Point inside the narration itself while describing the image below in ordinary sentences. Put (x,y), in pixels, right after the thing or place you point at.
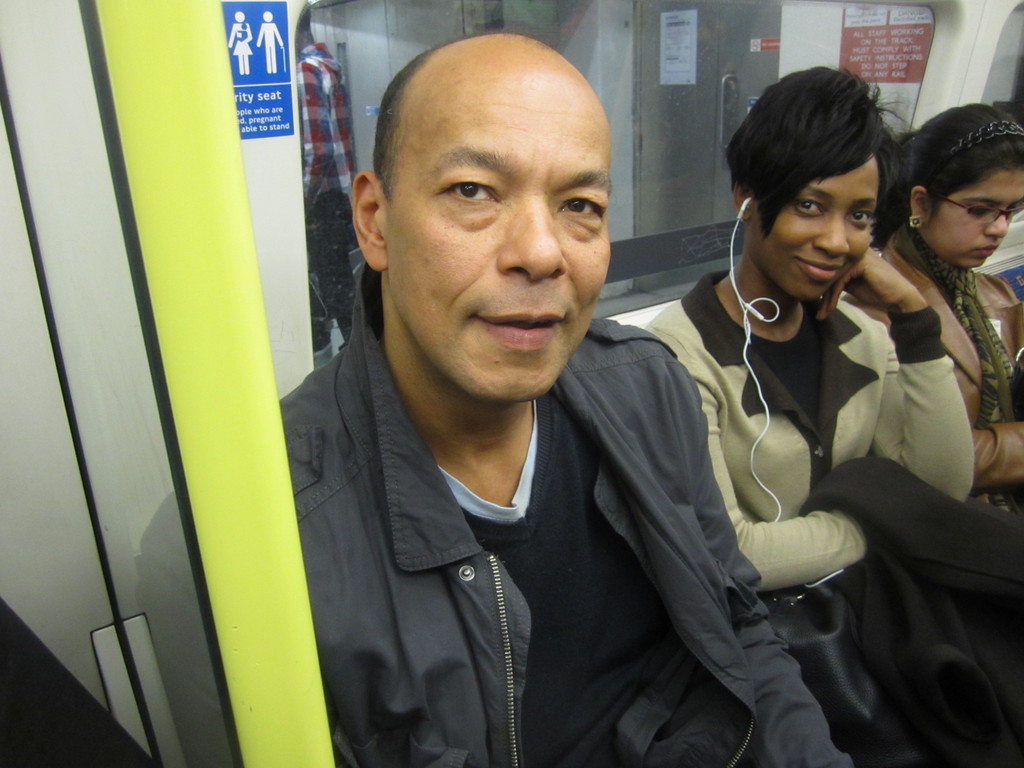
In this image in the center (638,377) there are persons (696,419) sitting and smiling. In the background (884,34) there is a poster (875,43) with some text (898,49) written on it and there is a person (327,168) standing.
